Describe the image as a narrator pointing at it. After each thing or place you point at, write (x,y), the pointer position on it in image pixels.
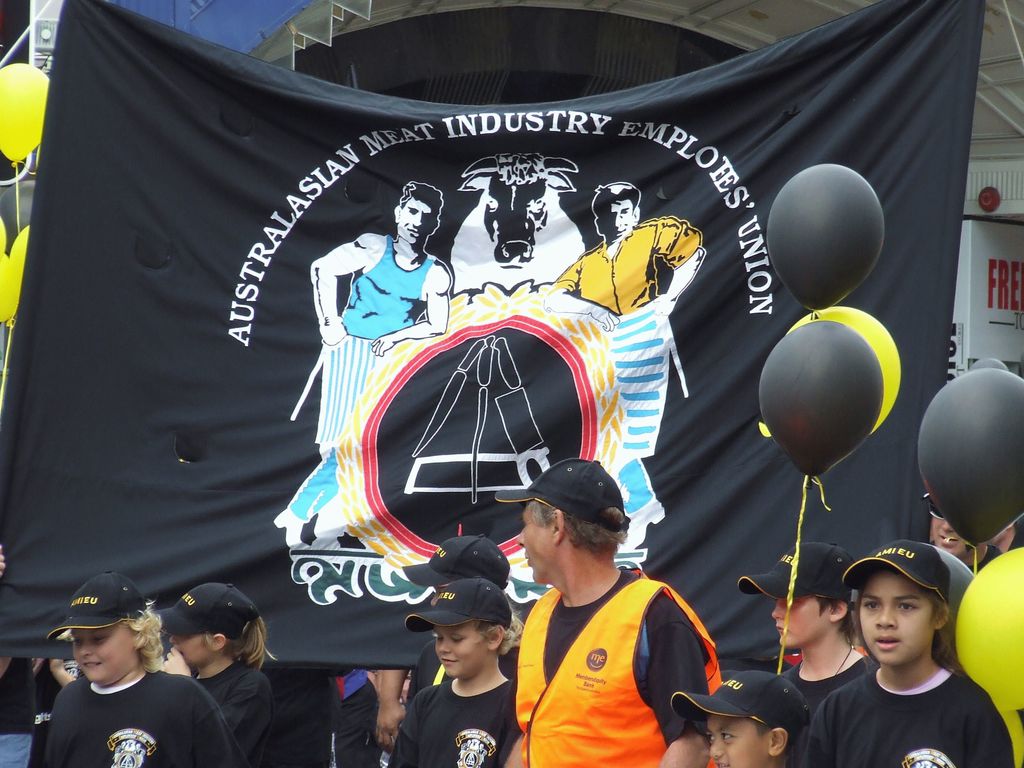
In the middle (409,341) it is a banner (394,376) in black color, there are pictures (510,238) of two men (617,220) and an animal (510,189). At the bottom (862,747) many people (476,617) are standing and they wore black color t-shirts (970,732), caps (427,624). In the middle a man (567,657) is standing, he wore orange color coat (615,700). On the right side (873,401) there are balloons (874,427).
